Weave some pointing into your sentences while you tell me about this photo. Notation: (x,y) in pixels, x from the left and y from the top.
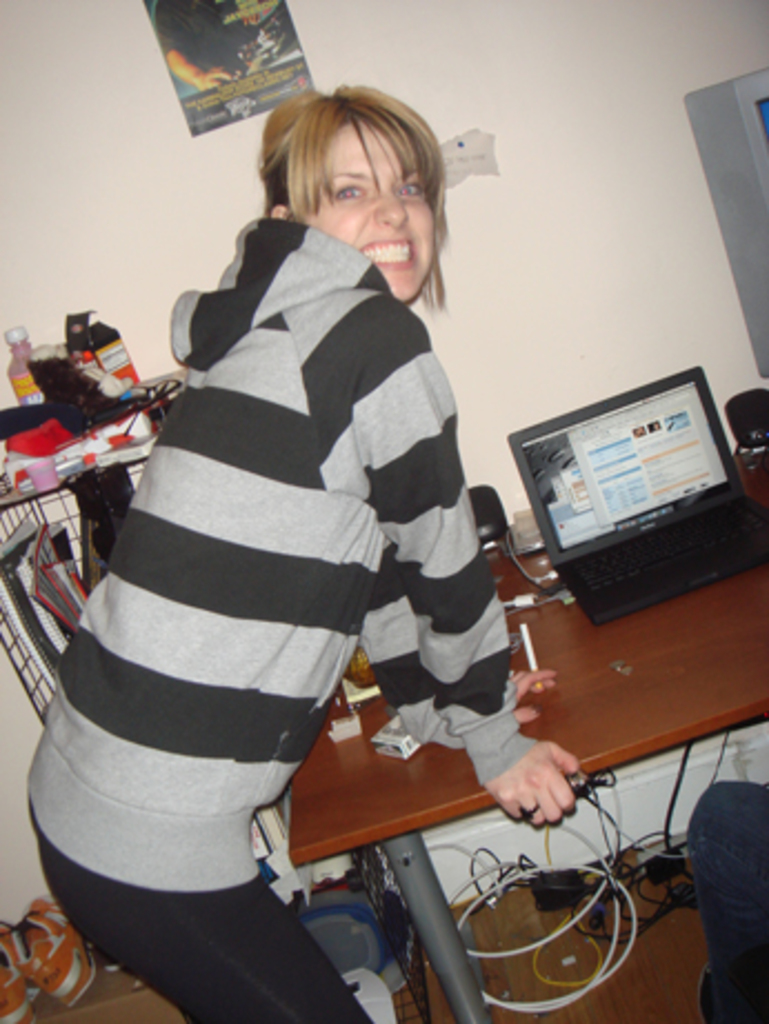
This picture shows a woman (327,995) standing and holding a table (457,770) with her hand (502,804) and we see a laptop (570,583) on the table (614,707) and we see a poster (207,99) on the wall (167,182).
